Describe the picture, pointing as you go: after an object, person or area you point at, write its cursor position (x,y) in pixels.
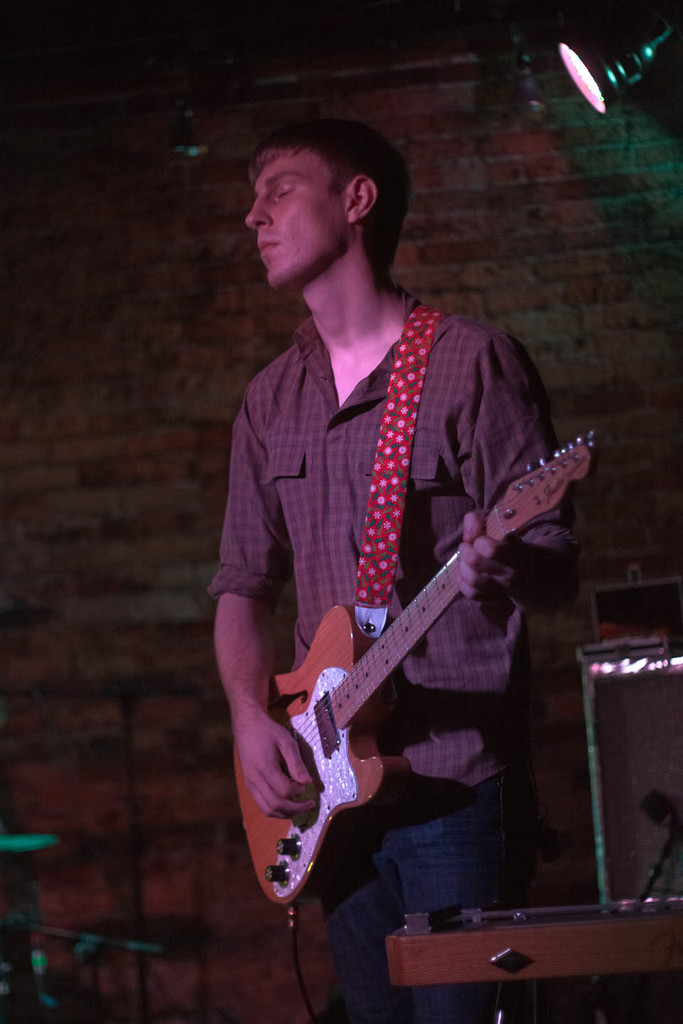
In this image, In the middle (440,635) there is a man (453,1023) standing and he is holding music instrument (349,701) which is in yellow color, In the right side (474,943) there is a table (510,977) which is yellow color, In the background (87,100) there is a brown color wall (258,107).
